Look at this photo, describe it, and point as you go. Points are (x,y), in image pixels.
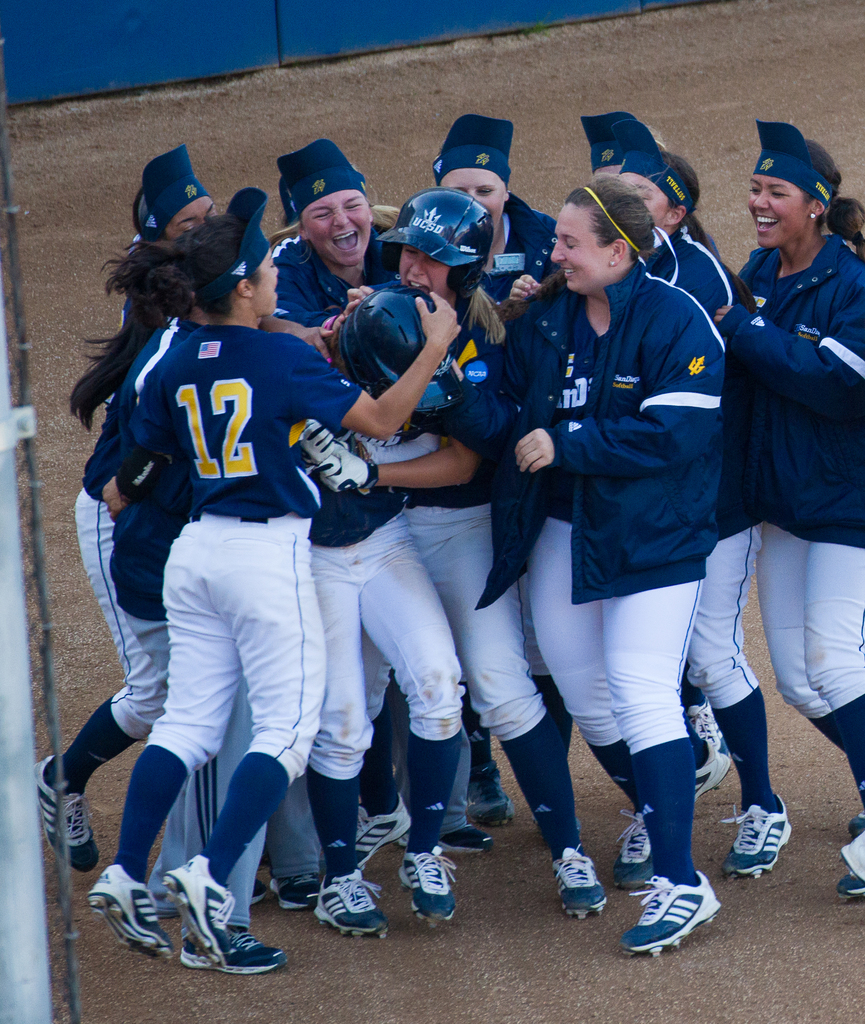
In the foreground (136,555), I can see a group of women's (428,849) on the ground (486,828). In the background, I can see a fence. This image is taken, maybe during a day.
